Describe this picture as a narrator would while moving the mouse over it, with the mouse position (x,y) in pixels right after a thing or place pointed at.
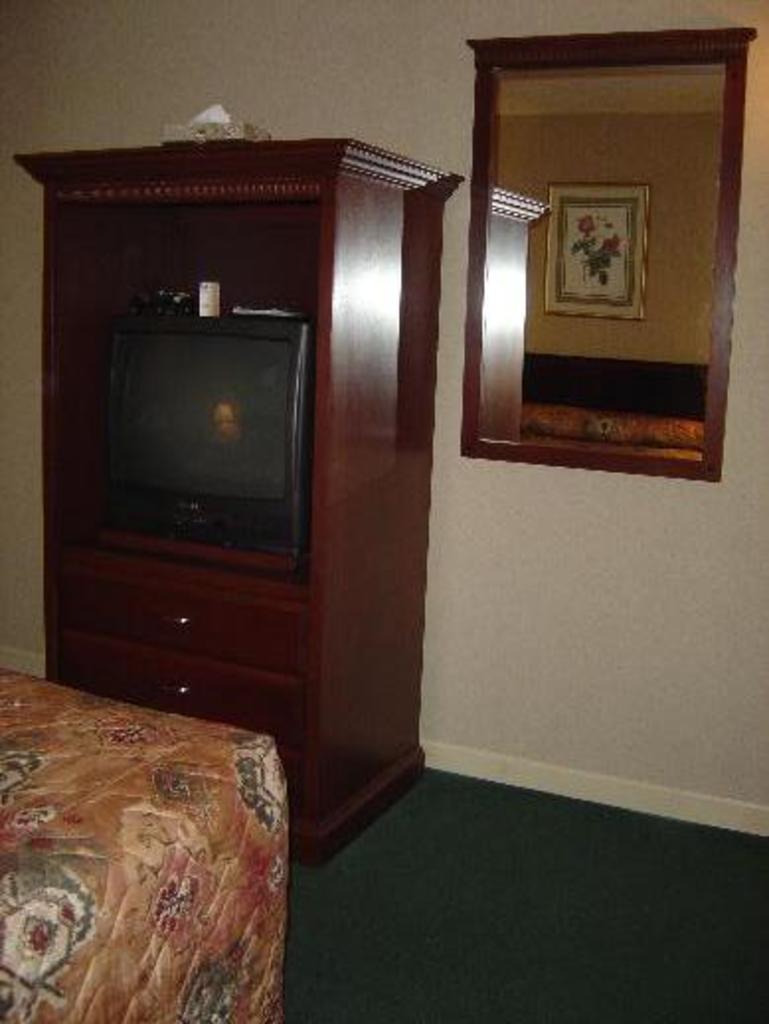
In this picture, there is a bed (129,868) at the bottom left (118,944). Before it, there is a desk (321,395) with a television (220,381). Towards the right (667,305), there is a mirror (636,407). Through the mirror (563,298), we can see the frame (552,216).
